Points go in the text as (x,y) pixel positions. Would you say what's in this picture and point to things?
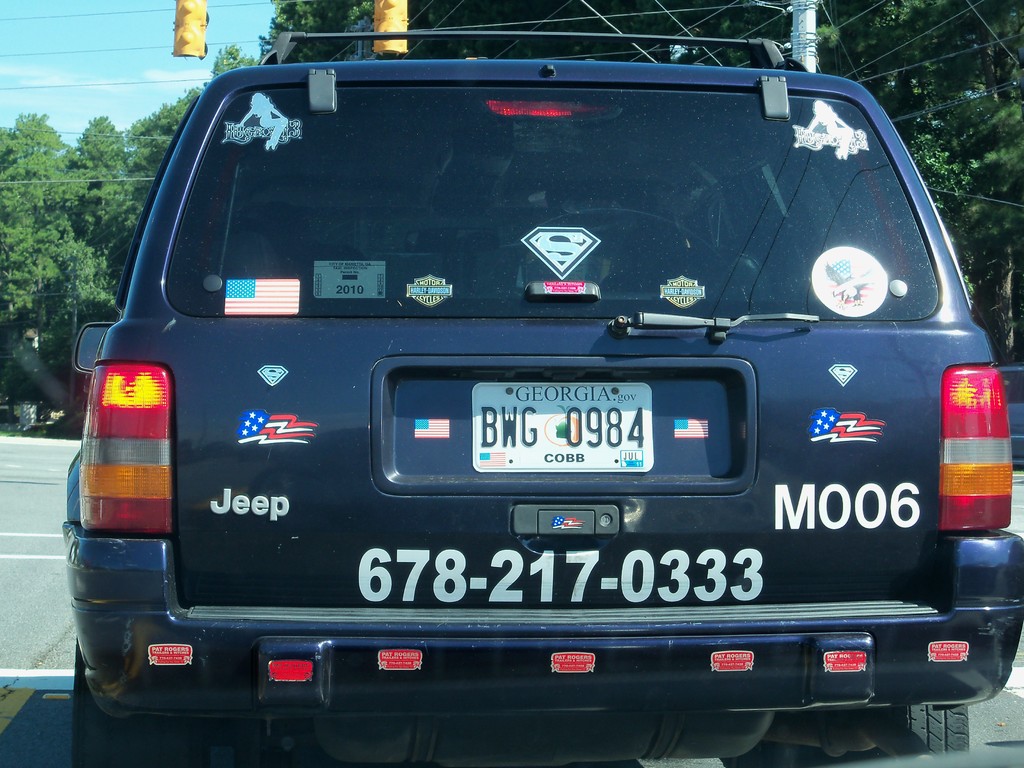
In the foreground of this picture (537,618), there is a car (616,326) moving on the road (25,573). In the background (63,283), there are cables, trees (32,137) and the sky (14,34).
